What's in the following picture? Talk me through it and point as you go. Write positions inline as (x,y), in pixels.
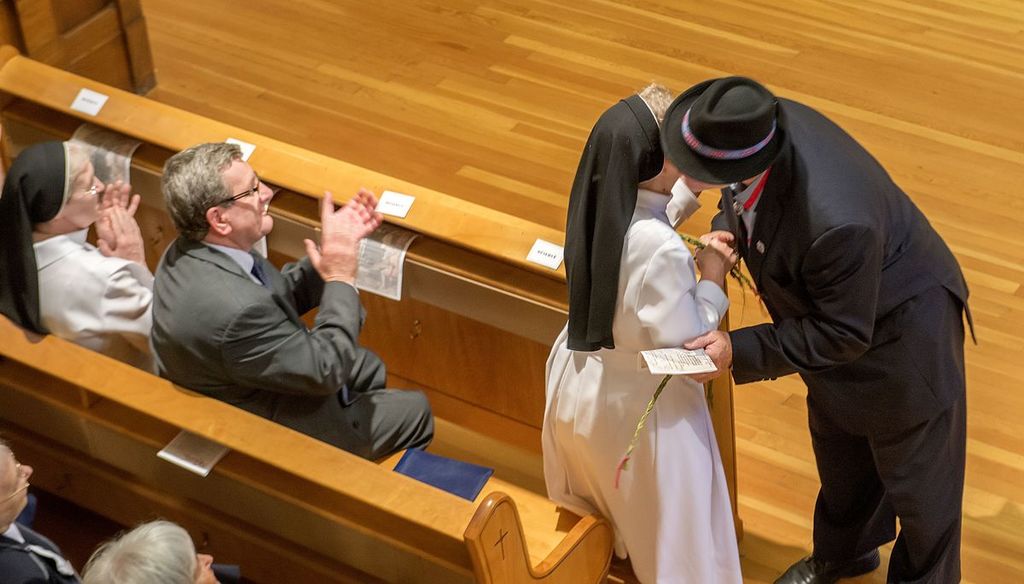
In this image we can see some persons (242,291) sitting on the benches (576,523) and some are standing on the floor (764,450).
